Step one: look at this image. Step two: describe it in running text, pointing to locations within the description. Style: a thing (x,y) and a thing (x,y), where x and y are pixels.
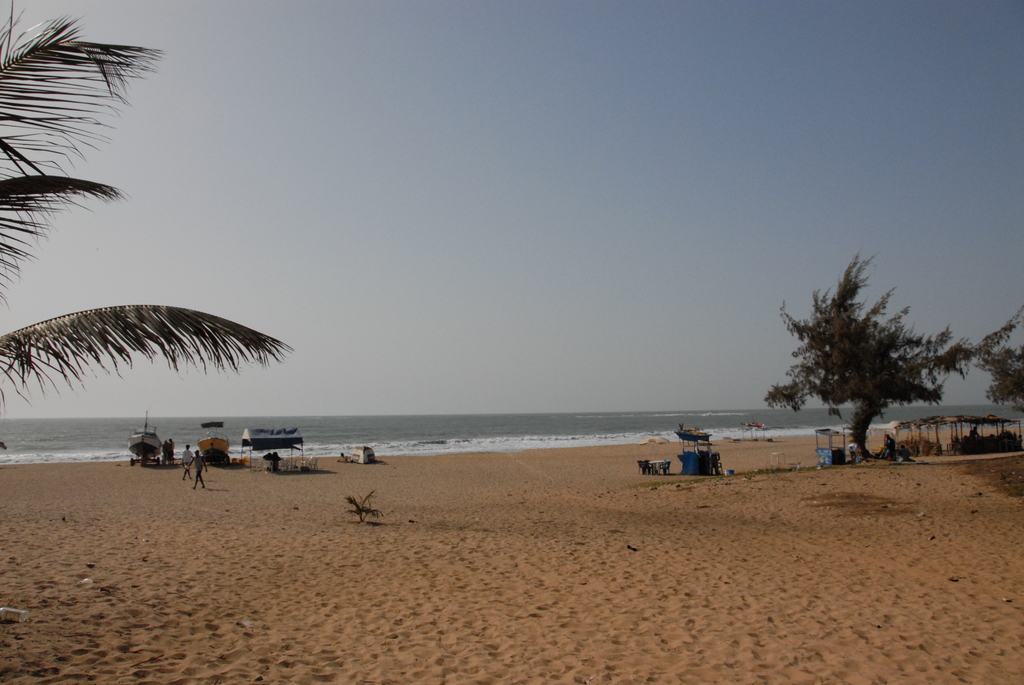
In the image there is a beach (155,614) in the front (504,636) and trees (873,352) on either corner, in the middle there are boats (144,455) on the shore (791,453) and few people (194,478) walking, and above its sky (507,165).
